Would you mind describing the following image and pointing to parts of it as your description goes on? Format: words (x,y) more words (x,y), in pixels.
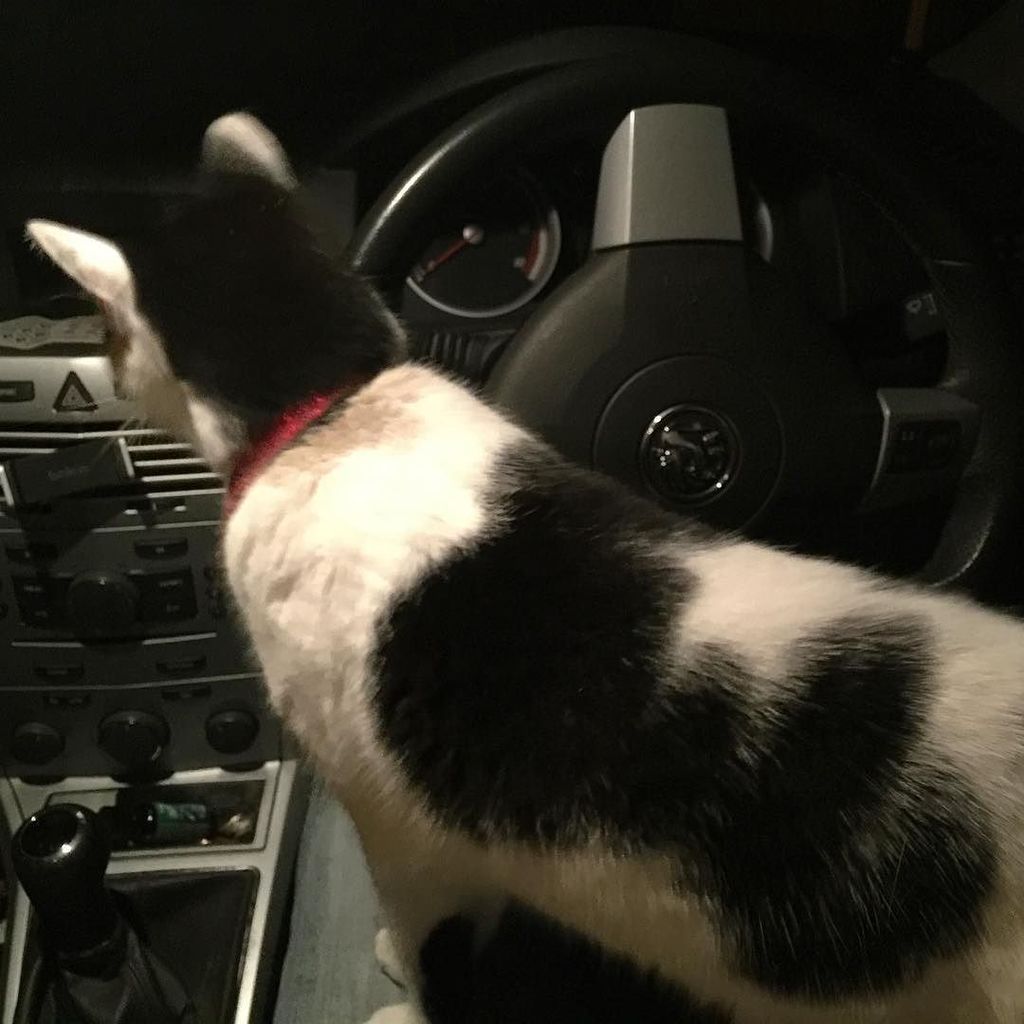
In this picture I can see a cat (466,571) standing inside the vehicle (87,575).
